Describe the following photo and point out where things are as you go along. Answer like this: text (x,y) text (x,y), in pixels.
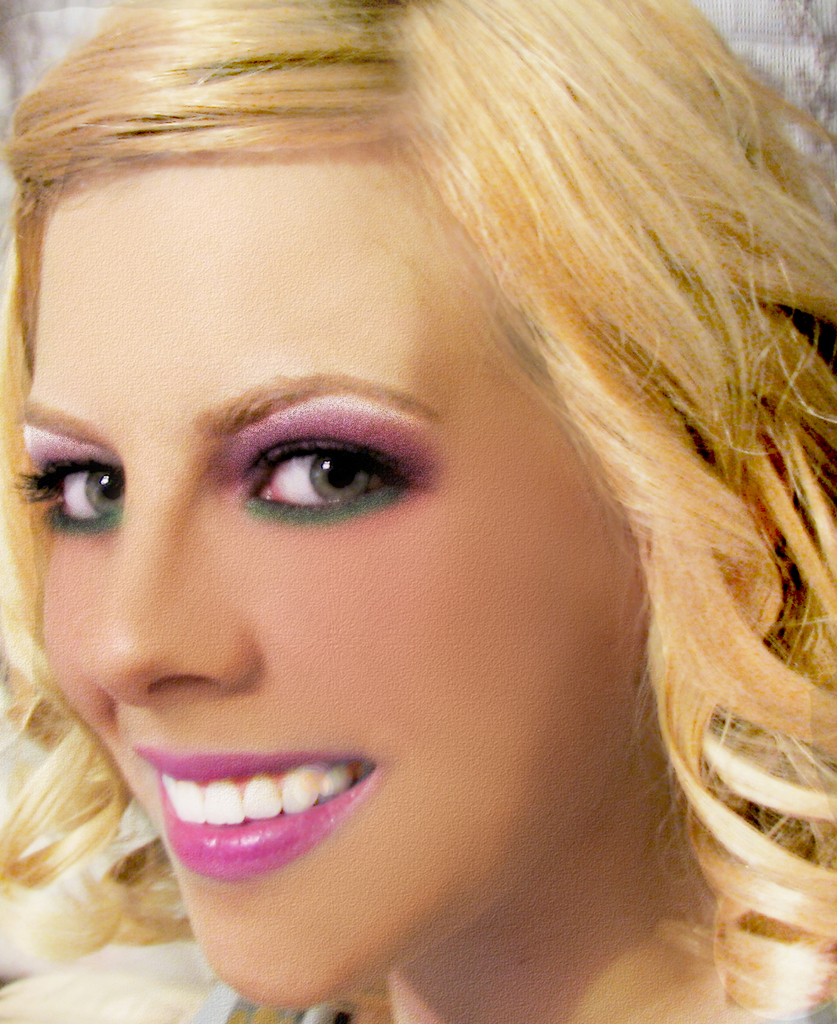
In this picture we can see a lady face (318,735).
